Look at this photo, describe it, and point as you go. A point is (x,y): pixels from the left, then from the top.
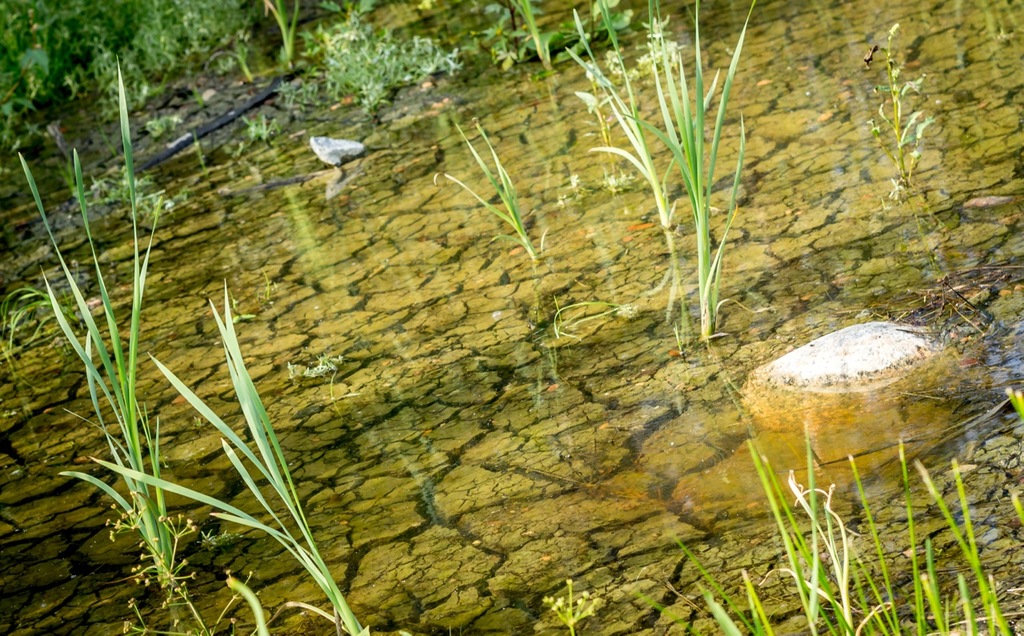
In this picture we can see water (482,342) and grass (299,551). At the top left corner of the image (91,32), there are plants (92,17).
